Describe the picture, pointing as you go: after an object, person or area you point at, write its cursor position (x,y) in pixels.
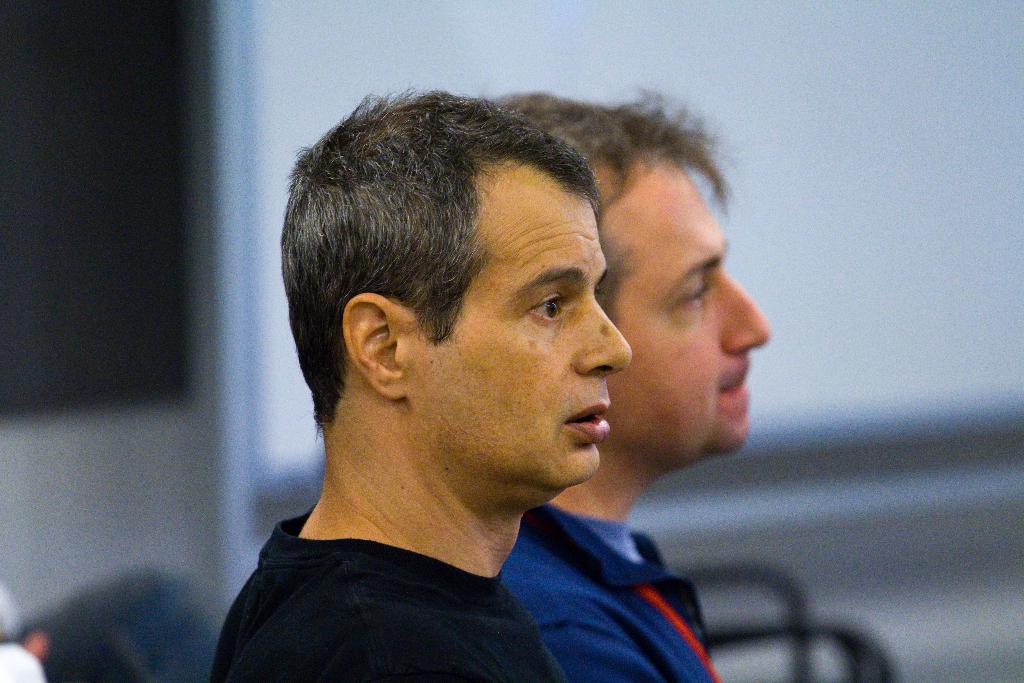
In this image I can see two persons (532,369) among them this person (491,565) is wearing a black color t-shirt (369,621). The background of the image (843,378) is blurred.
